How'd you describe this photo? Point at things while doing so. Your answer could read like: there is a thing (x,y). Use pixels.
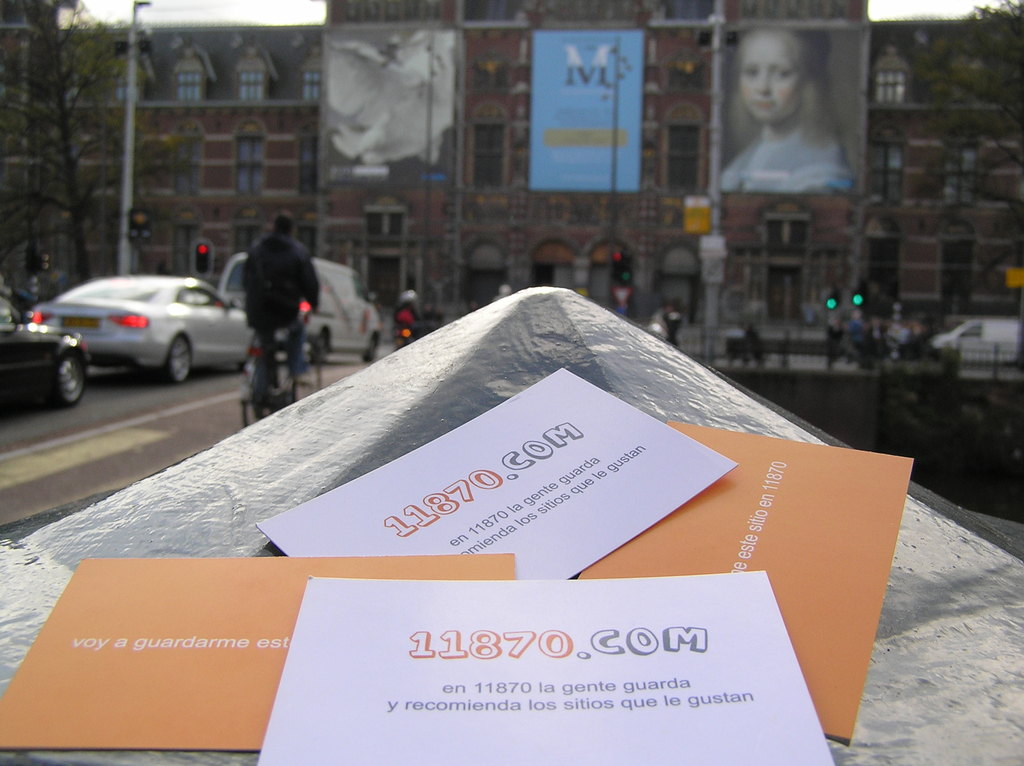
In this image I can see few cards (489,447) in orange and white color, background (112,336) I can see few vehicles (127,277), traffic signal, trees (51,113) in green color, few buildings (538,195) in brown color and sky (219,6) is in white color.
